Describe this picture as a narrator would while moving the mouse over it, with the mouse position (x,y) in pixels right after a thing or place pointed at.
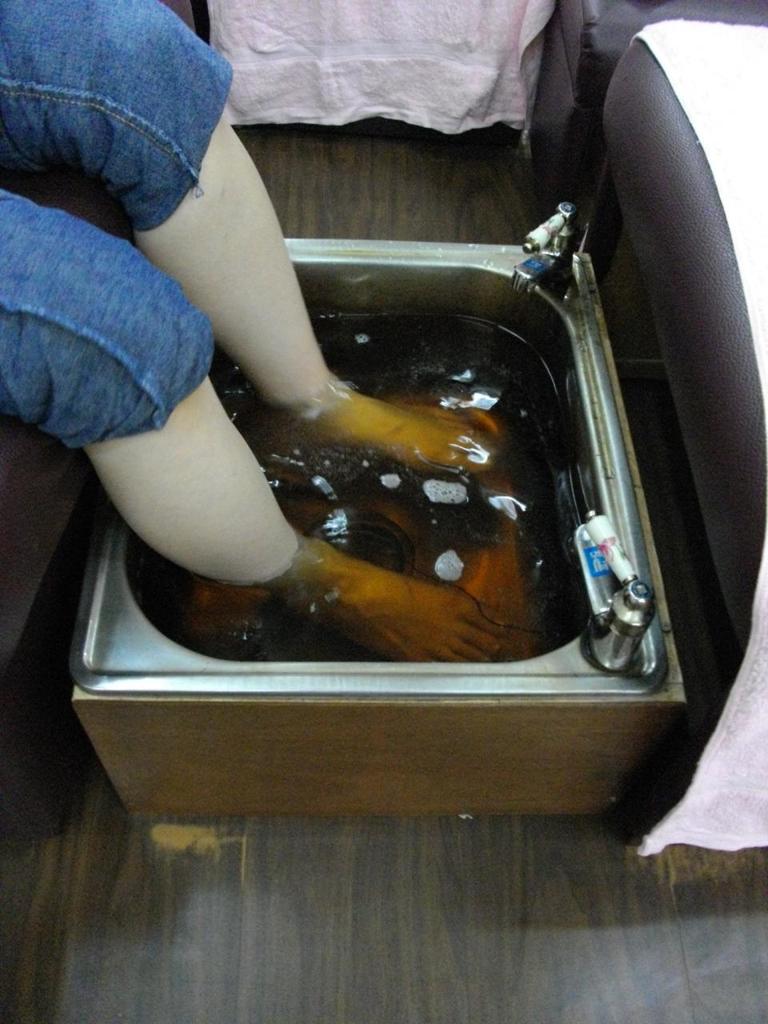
In this image we can see persons legs (225,445) in some liquid (193,584). At the bottom of the image (281,928) there is wooden flooring (342,903). To the right side of the image (637,108) there is a chair (758,520) with a cloth (725,131) on it.
